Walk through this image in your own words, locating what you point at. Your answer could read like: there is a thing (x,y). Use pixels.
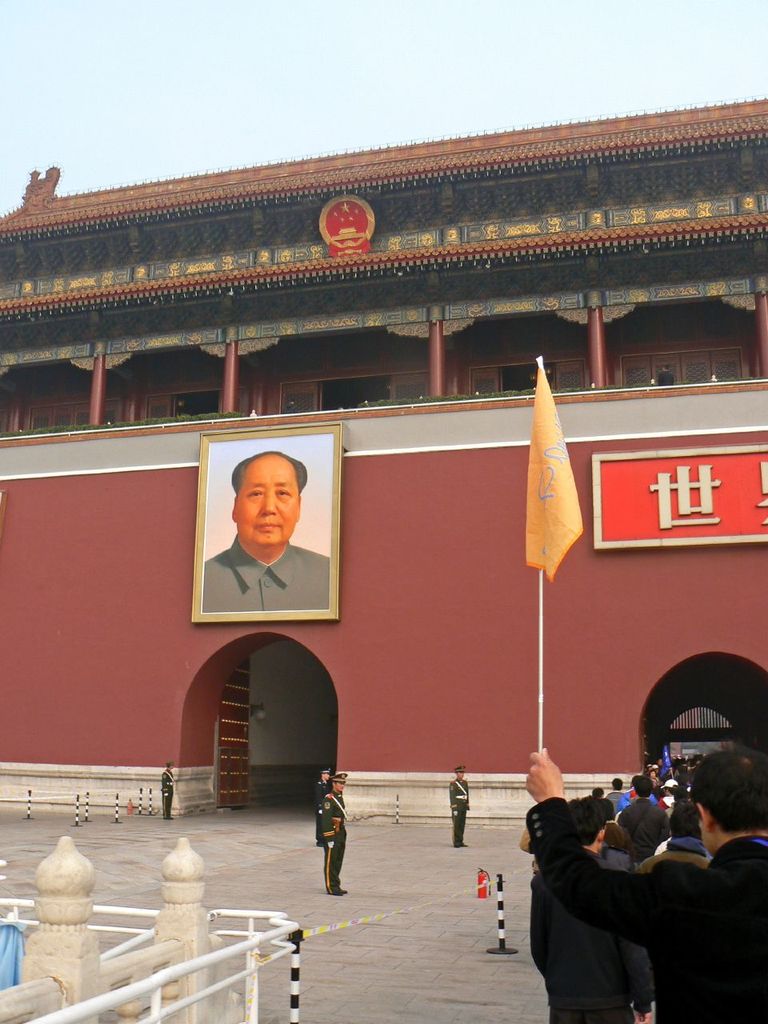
In this picture we can see there are groups of people (655,825) on the walkway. A person (762,913) is holding a stick (543,489) with a flag (532,511). On the left side of the image (196,964) there are iron grilles (162,1014). In front of the people (617,795) there is a photo frame (274,504) and a name board (707,530) on the wall (422,466). Behind the building (249,204) there is the sky (156,101).
